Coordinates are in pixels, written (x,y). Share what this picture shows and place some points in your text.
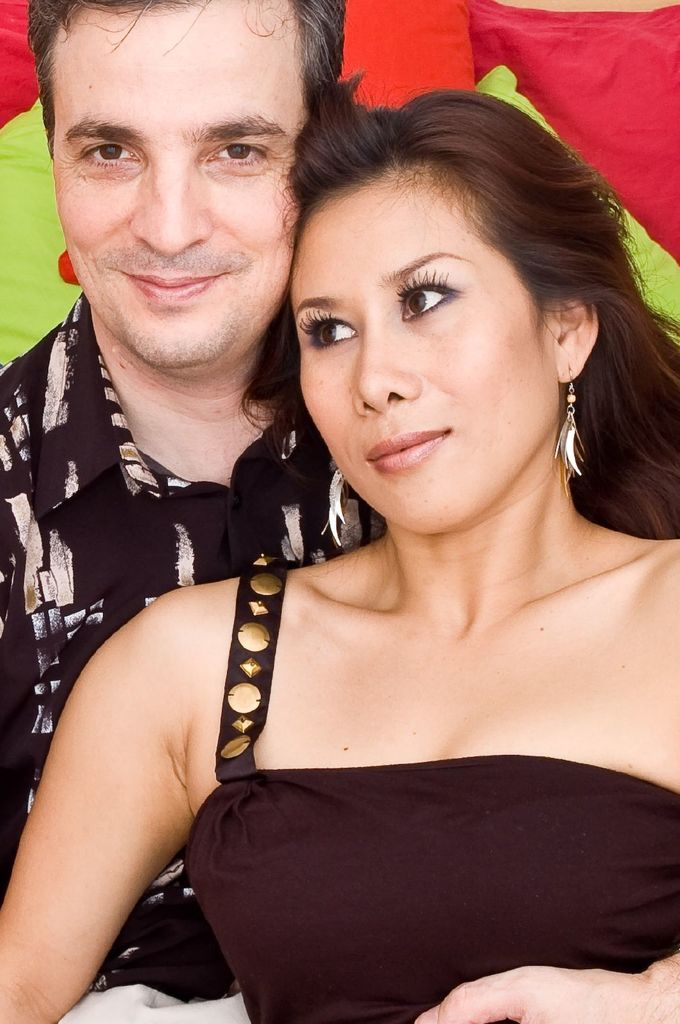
In this picture we can see two persons (207,663). Behind two persons (184,413), there are some colorful objects (5,139).
